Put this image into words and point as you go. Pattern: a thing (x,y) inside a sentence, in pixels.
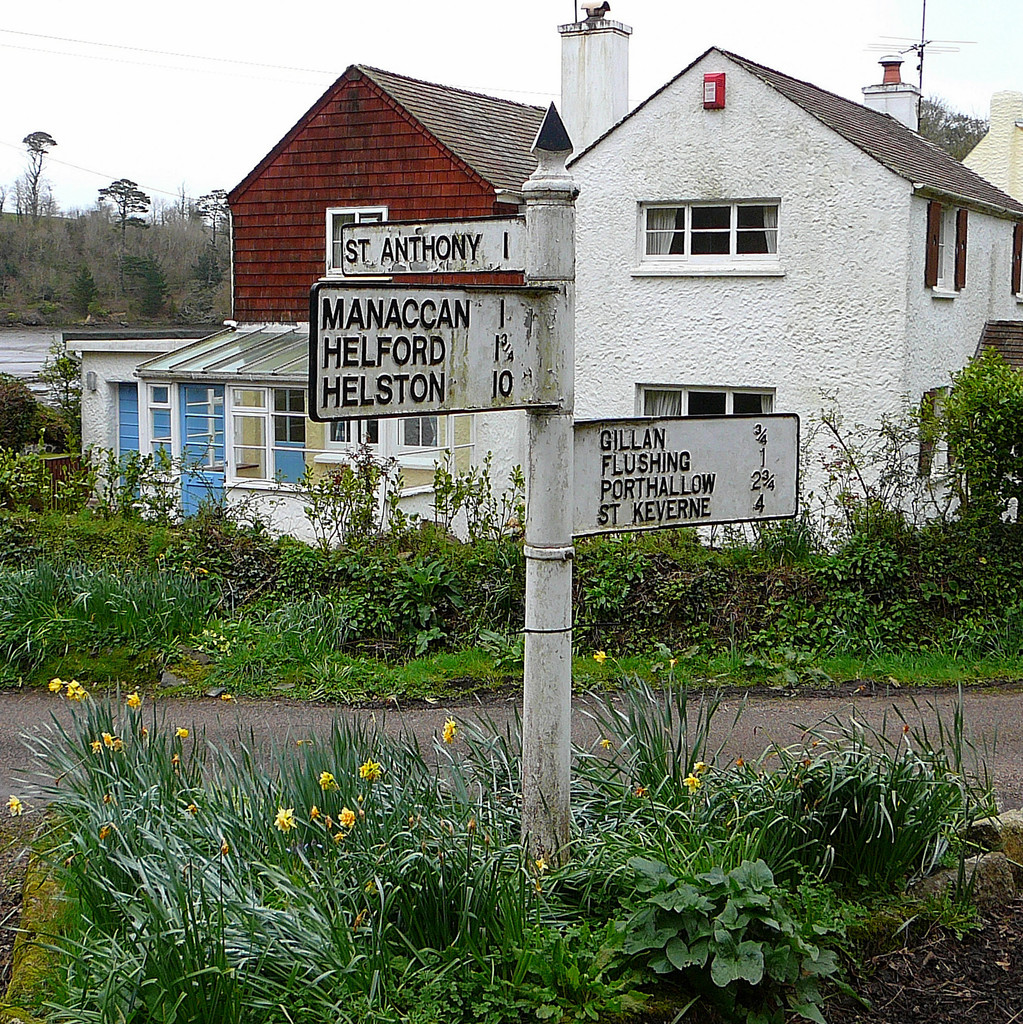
At the bottom (481,996) we can see grass (69,985), plants (743,795) with small flowers (739,763) and a name boards pole (375,225) on the ground (883,1000) and this is a road (405,728). In the background (302,552) there are plants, grass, houses (973,205), windows (707,399), curtains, trees (30,223), electric wires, antenna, doors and sky (354,46).
